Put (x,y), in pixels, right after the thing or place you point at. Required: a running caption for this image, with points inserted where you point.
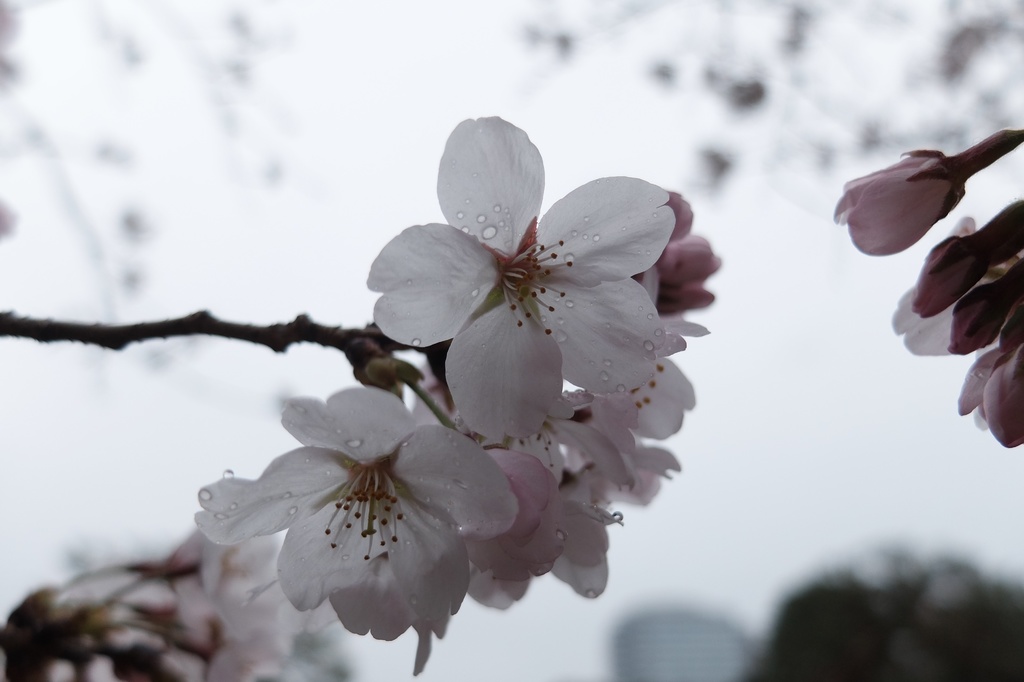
In this picture we can see white and pink flowers (525,344) with water droplets (467,229) on the petals (494,238). We can see the stem (64,332) also.
